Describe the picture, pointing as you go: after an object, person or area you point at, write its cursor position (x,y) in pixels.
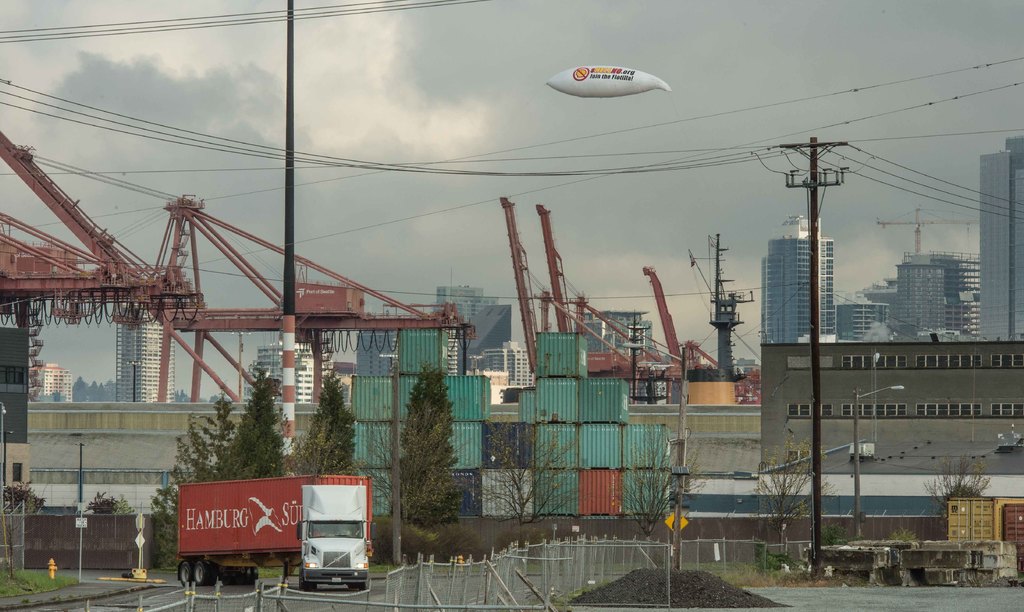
In this image we can see there is a crane (305,317), trees (665,497), current poles (679,480), boxes (288,525), fire hydrant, grass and sign board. At the back (684,537) there are buildings (701,515), street light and fence (648,571). And at the top (809,165) there is a balloon (602,69) and the sky (568,64).
